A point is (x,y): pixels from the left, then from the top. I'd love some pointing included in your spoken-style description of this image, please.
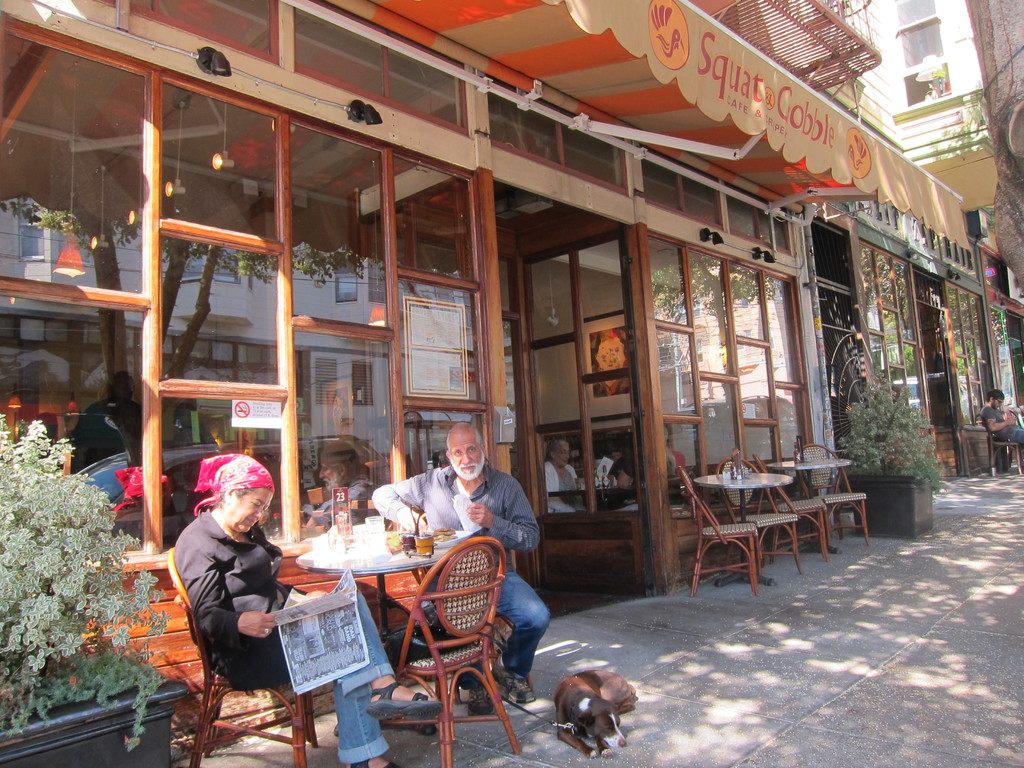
There are two persons (257,637) sitting on chair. The woman (271,627) is reading news paper (307,651). This is a dog (557,696) and plant (79,642).
